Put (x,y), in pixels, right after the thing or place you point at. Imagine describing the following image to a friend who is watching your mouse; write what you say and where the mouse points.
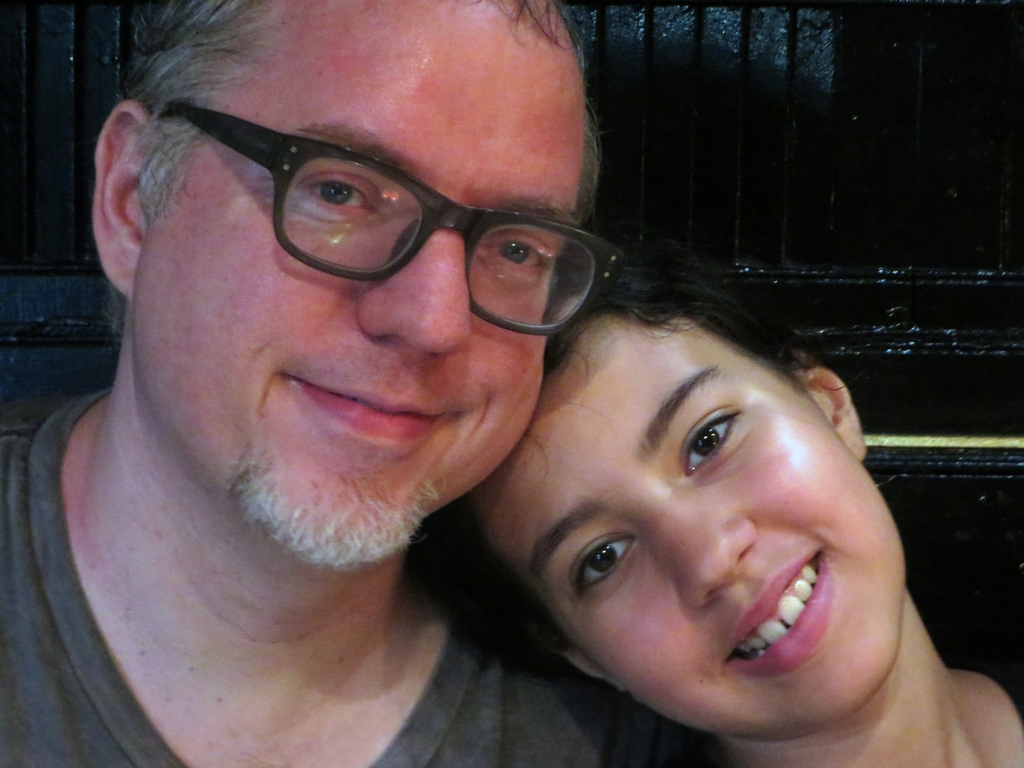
In this picture there is a man (217,456) who is wearing t-shirt (462,701) and spectacle (339,261), beside him there is a child (833,634). Both of them are smiling. In the back (782,106) we can see the wooden wall (959,332).
